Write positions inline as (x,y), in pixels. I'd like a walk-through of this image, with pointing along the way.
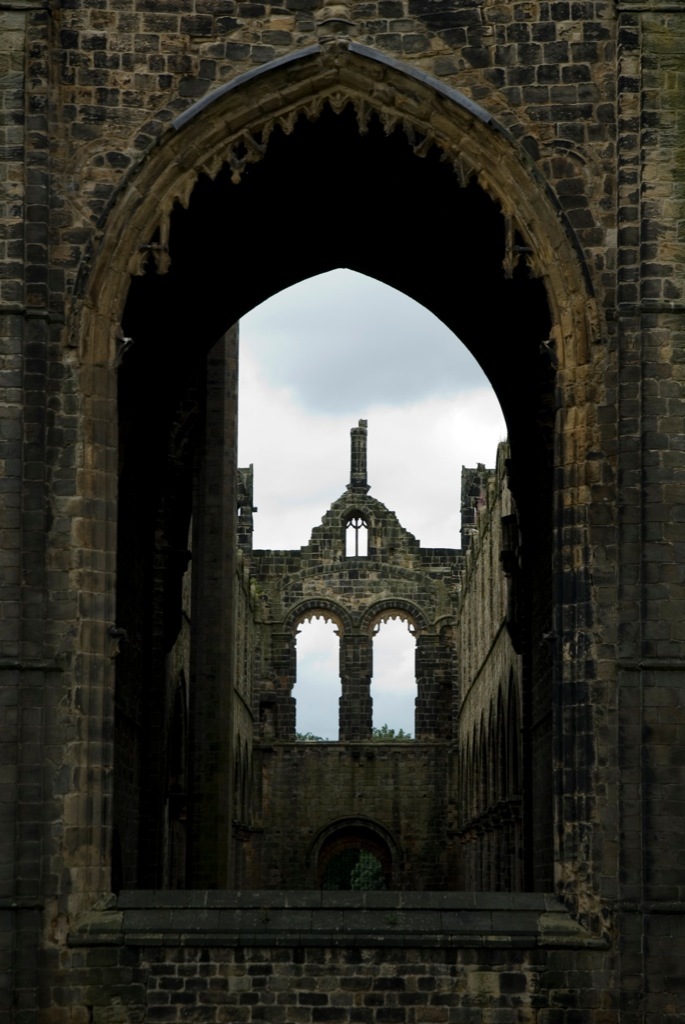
This is a picture of a Kirkstall Abbey building (136,431), and in the background (309,386) there is sky (309,386).
